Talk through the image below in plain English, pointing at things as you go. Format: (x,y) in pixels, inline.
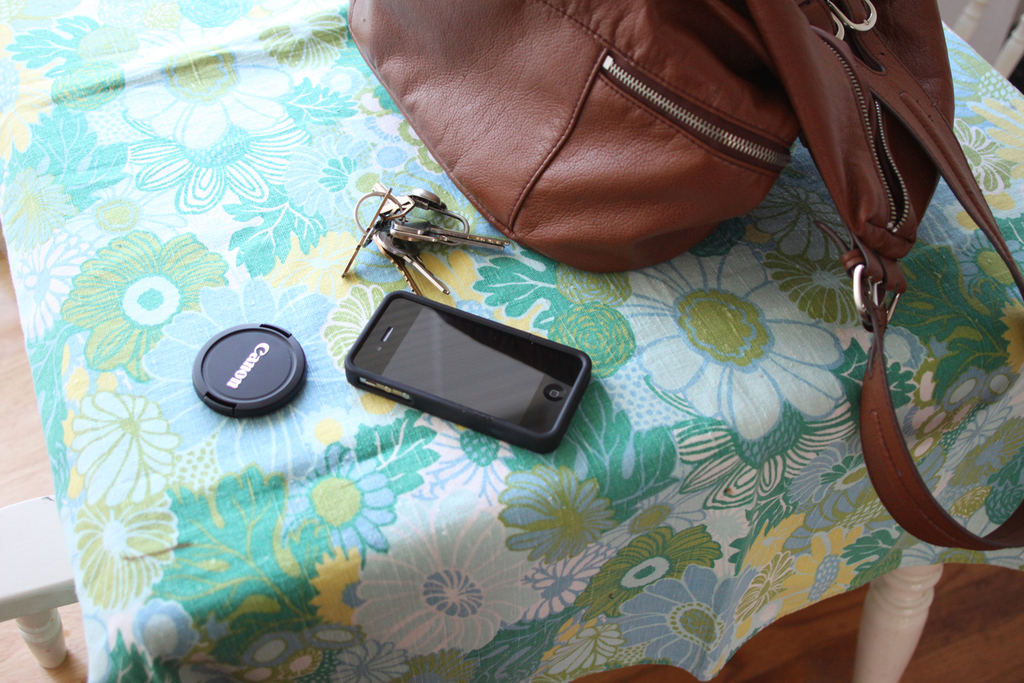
This image consists of a table (575,438), bag (584,218), keys (416,285), phone (441,369) and camera cap (263,378). Bag (571,197) is in brown color. Table (693,524) has a cloth (583,494). Phone (497,418) is in black color.
